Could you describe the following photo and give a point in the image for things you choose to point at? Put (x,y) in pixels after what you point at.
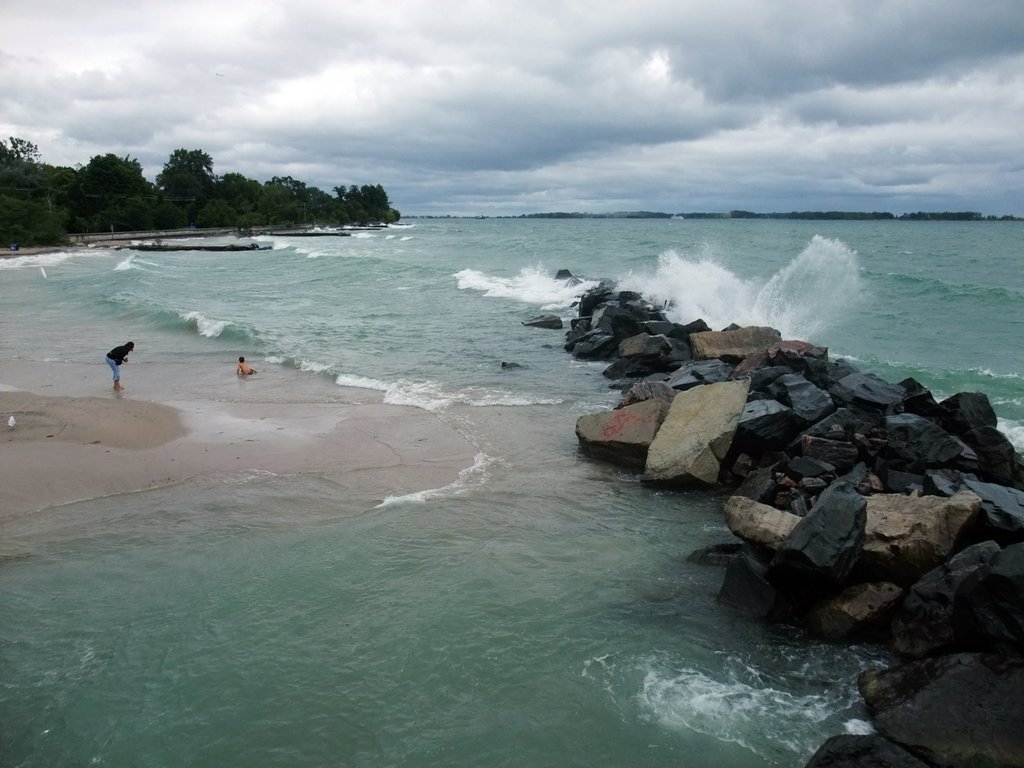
The image is taken near a beach (203,375). In the foreground of the picture (645,402) there are stones (664,406). In the foreground of the picture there is a water body (392,329). On the left (107,361) there is a woman (116,352) and a kid (243,370). In the background (214,200) there are trees (78,212). Sky (963,89) is cloudy.
